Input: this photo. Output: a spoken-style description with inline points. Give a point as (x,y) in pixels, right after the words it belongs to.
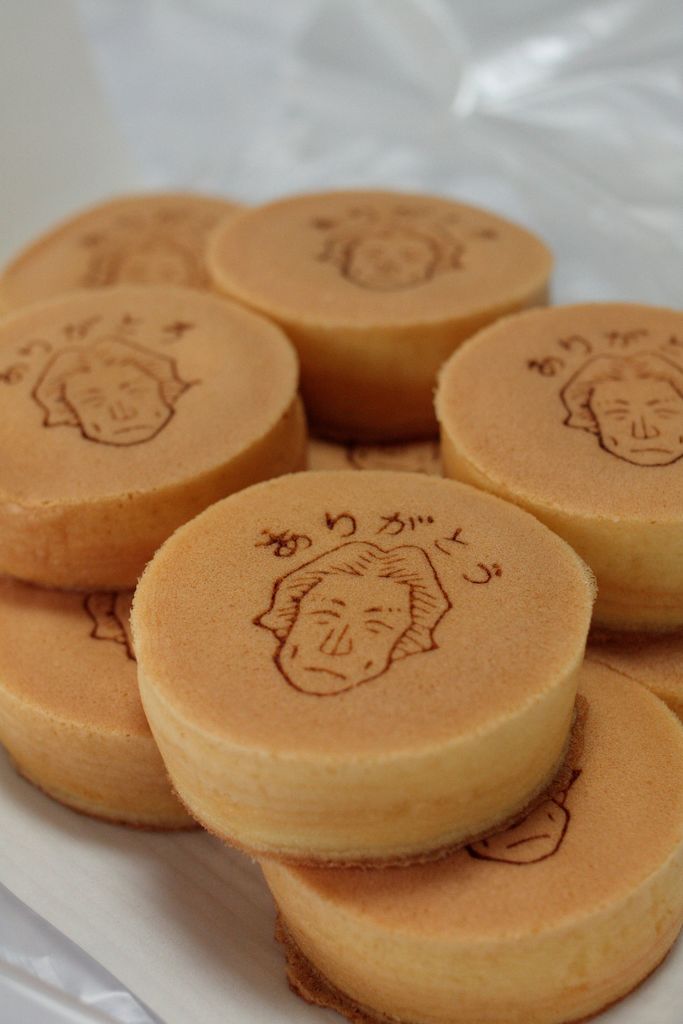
In this picture, we see the eatables (453,464) which look like the cakes (408,730). In the background (393,176), it is white in color. It might be a sheet (263,88) which is placed on the table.
